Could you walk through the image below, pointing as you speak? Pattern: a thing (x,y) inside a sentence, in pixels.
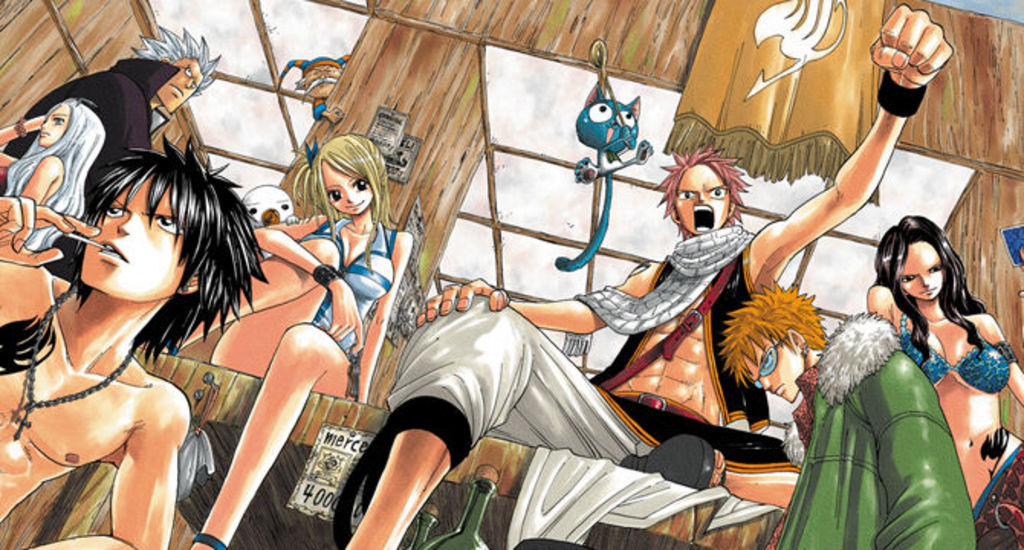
This is an animation in this image there are some persons (445,302) and house (424,180), cat (609,147), board (324,507) and some other objects (309,504).
